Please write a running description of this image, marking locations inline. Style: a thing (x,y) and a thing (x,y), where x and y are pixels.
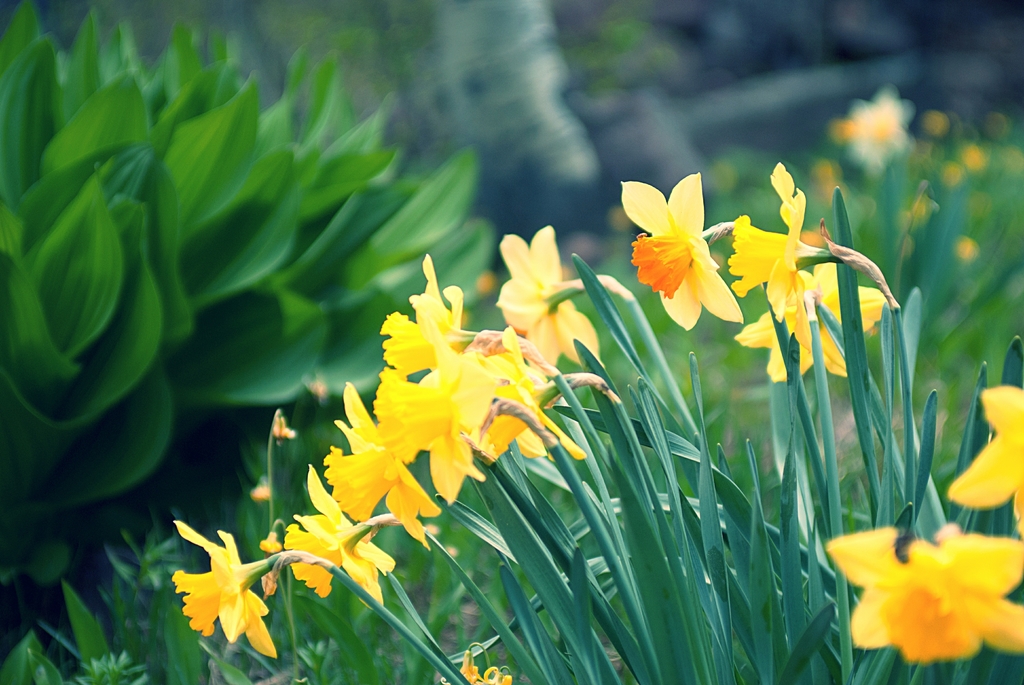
In the center of the image (554,276) there are flower plants (445,405). In the background of the image (138,378) there are leaves (362,251).
